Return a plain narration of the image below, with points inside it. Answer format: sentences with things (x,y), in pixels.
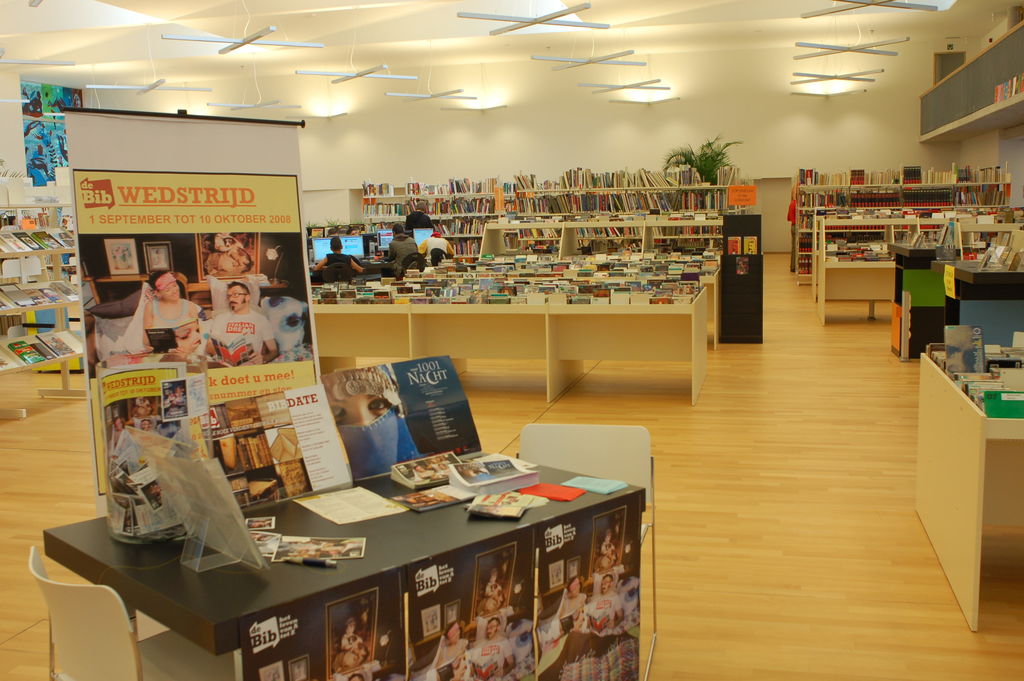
In this picture I can see papers (464,487) and posters (308,655) on the table (428,526), there are chairs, lights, there are books (514,248) in the racks (630,232) and on the tables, there is a house plant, there are three persons (425,248) sitting on the chairs (334,267), there are monitors (387,244), there is a person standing and there are some other objects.
